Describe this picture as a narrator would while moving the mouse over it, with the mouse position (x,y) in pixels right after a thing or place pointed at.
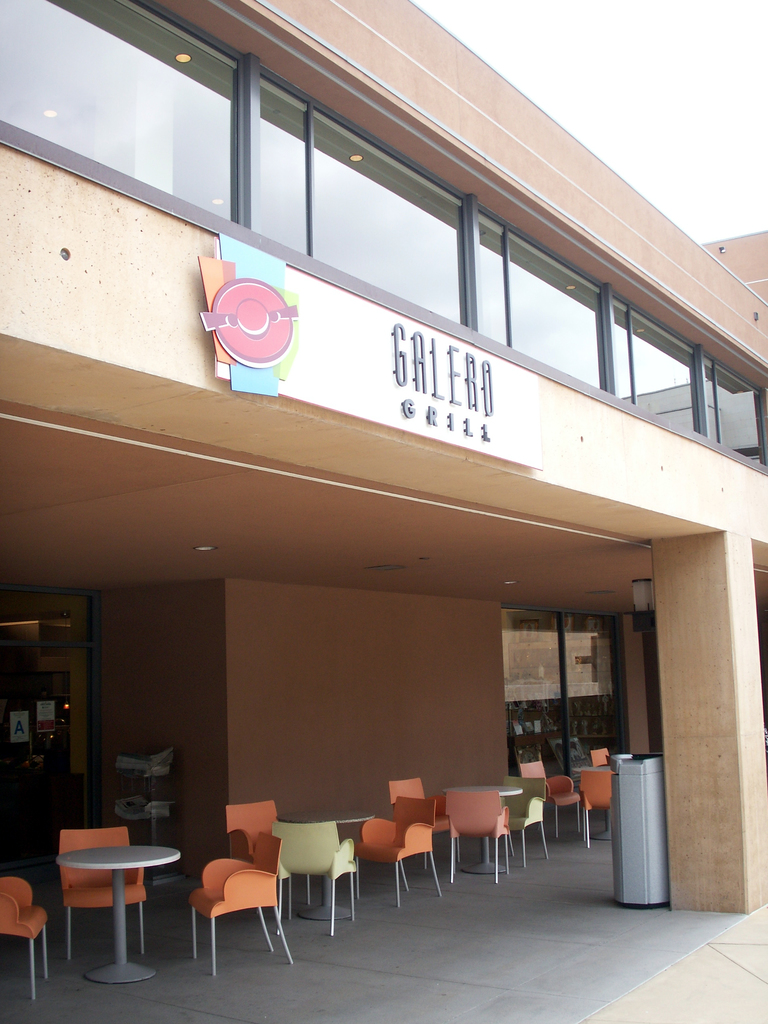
Here we can see building (672,477), pillar (720,812), bin (652,864), chairs (452,812), tables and glass windows (729,396).
